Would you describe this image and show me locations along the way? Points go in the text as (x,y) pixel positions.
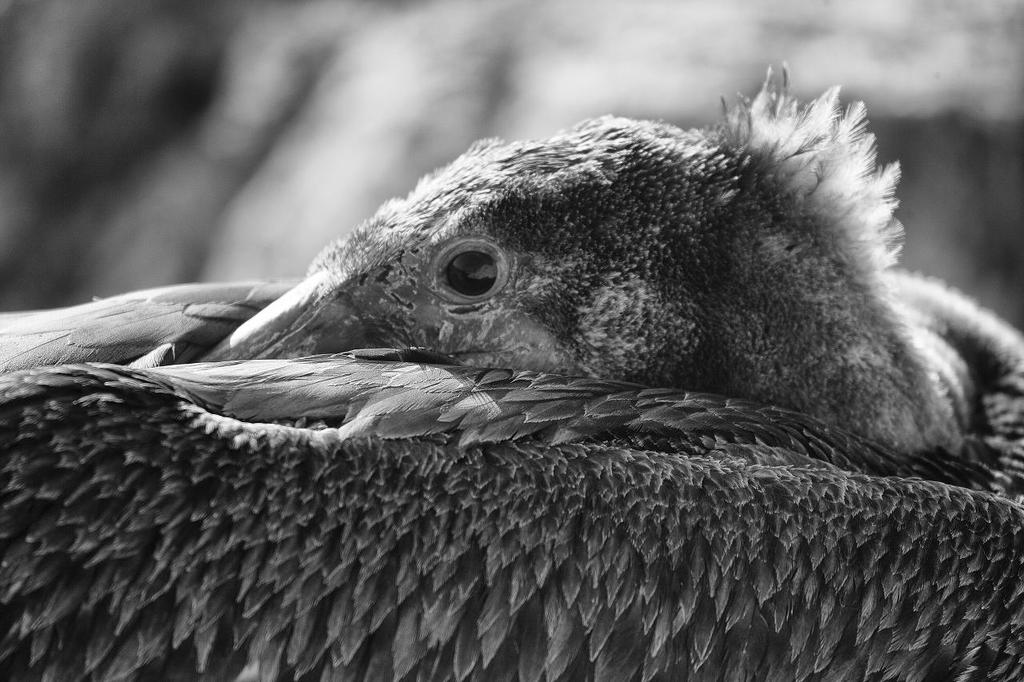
In the foreground of this black and white image, there is a bird (715,301) and it is covering its face (723,322) with the wings (258,391) and the background (253,182) image is blurred.
